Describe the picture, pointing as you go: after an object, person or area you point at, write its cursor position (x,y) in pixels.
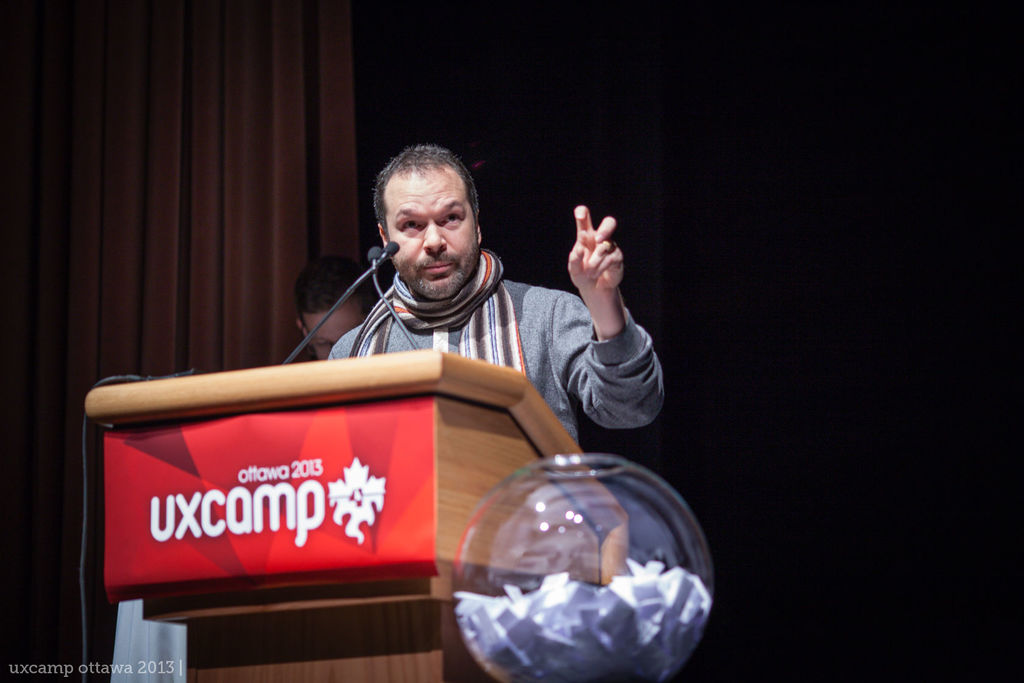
In this image we can see two persons (518,320). One person (448,316) is standing in front of a podium (389,503) on which we can see microphones (332,310), cable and poster (218,491) with some text (302,500). In the foreground (557,503) we can see a bowl (661,543) with some objects (578,630). In the background (7,665), we can see the curtains (124,192). At the bottom (66,667) we can see some text (54,667).
